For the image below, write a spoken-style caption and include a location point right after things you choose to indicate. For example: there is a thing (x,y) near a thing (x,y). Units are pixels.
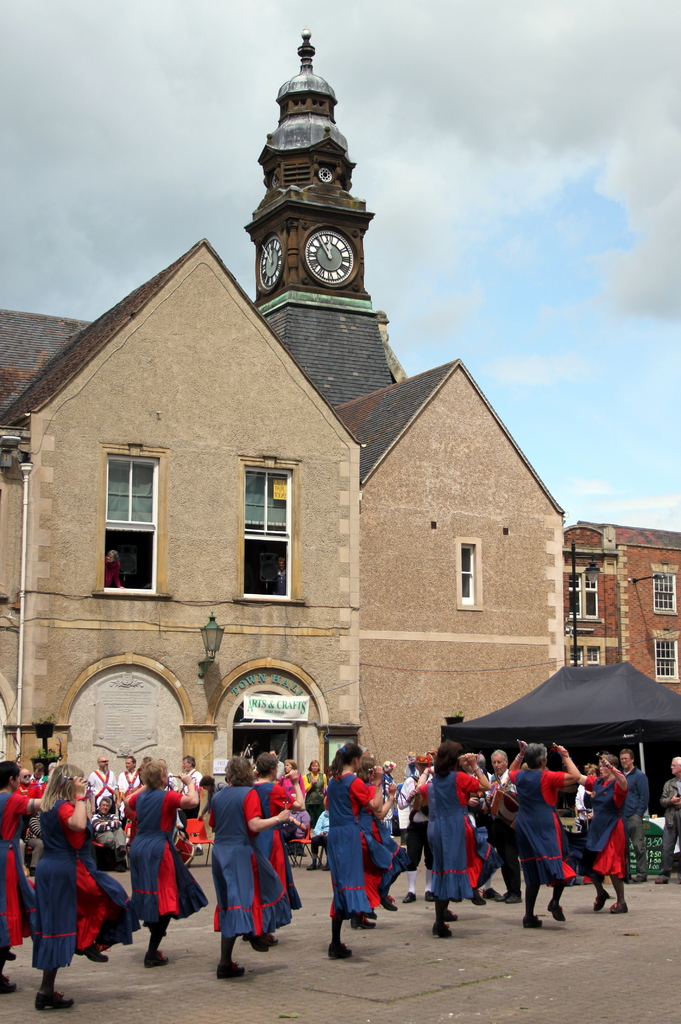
In this picture we can see some people (464,852) are standing and some people (314,860) are sitting on chairs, on the right side (555,738) there is a tent (636,733), in the background (421,651) we can see buildings (568,605), a light (218,626) and a banner (256,703), there is a clock (329,256) in the middle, we can see the sky (466,77) and clouds (584,96) at the top of the picture (546,64).
